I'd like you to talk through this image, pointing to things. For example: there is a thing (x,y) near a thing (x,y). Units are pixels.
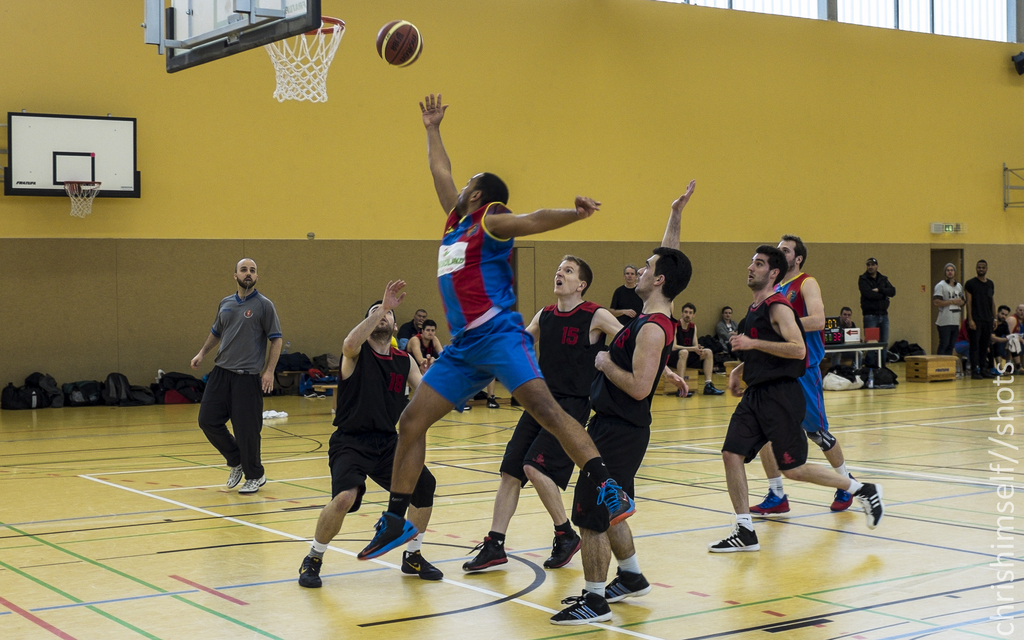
In the foreground (548,331), I can see a group of people (522,372) are playing a basket ball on the floor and I can see a ball (412,60) and goal nets (302,74). In the background (100,361), I can see bags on the floor (1000,444), a group of people (690,348) are sitting on the benches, a few of them are standing, a wall (770,176), window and a door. This image taken, maybe during a day.
